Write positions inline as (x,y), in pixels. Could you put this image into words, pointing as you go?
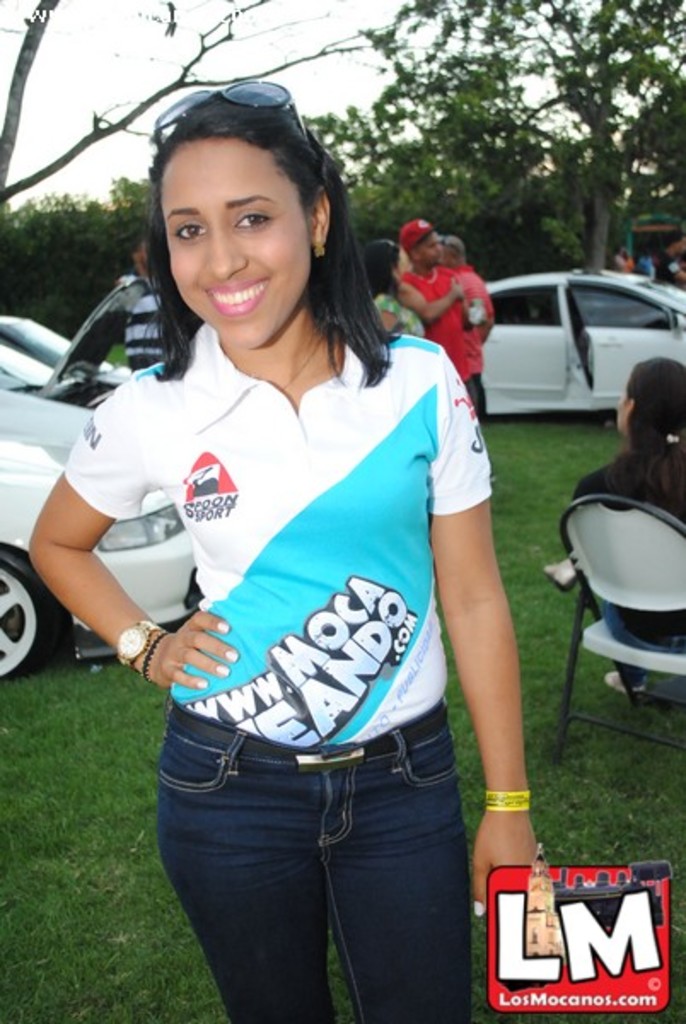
At the top (120,64) we can see sky (53,47). These are trees (369,148). Here we can see persons (436,276) standing and sitting on a chair (624,564). This is a grass (531,629). These are cars (21,458) in white colour. Here we can see a woman (206,340) standing in front (451,386) portion of a picture and she is carrying a pretty smile (260,296) on her face (260,296).
